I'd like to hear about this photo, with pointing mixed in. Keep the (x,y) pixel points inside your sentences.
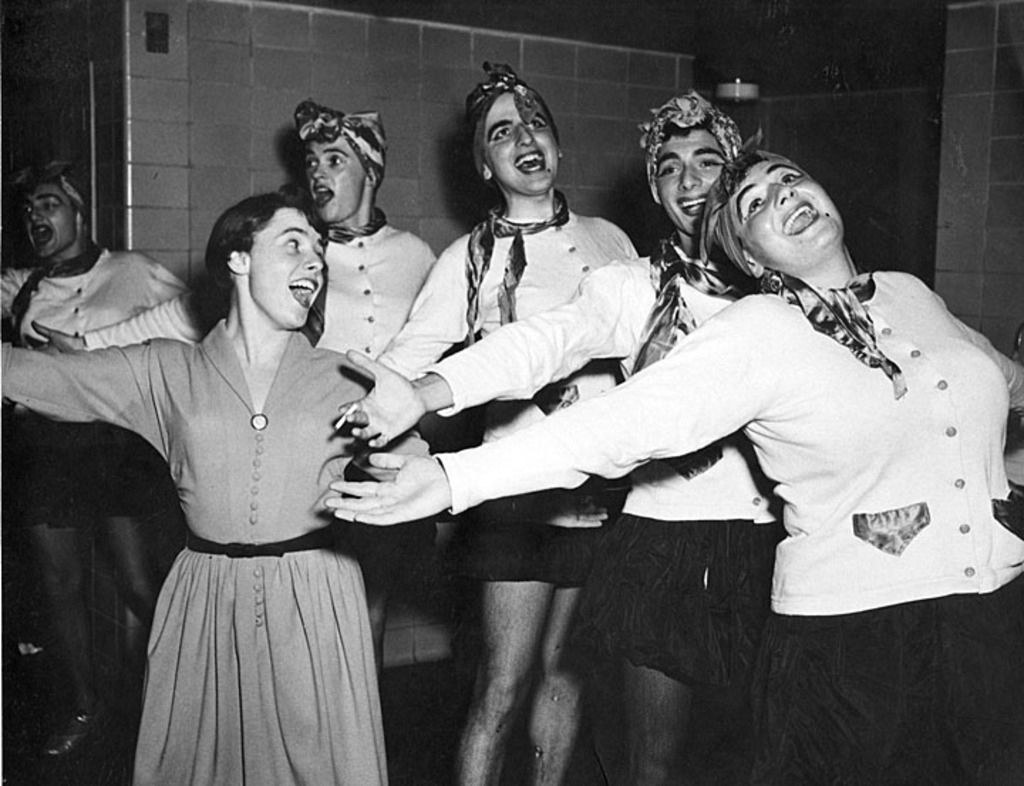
In this image there is a group of people (471,330) and the wall (330,95).
